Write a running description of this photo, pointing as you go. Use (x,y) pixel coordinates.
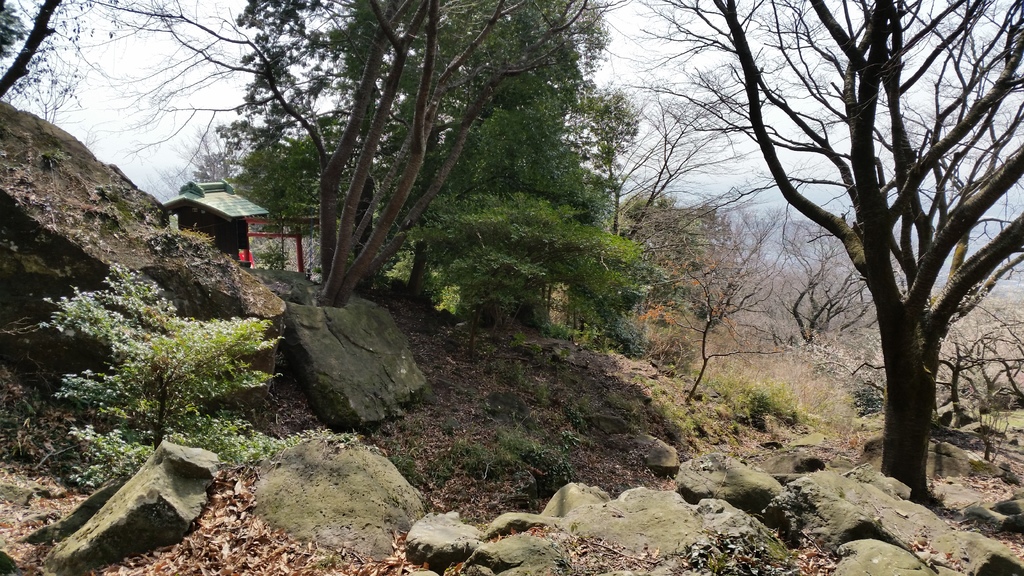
In this image I see the trees (651,193), rocks (20,213) and the plants (629,324) and I can also see the leaves (418,446) on the ground (441,446). In the background (177,151) I see the sky (165,155).
